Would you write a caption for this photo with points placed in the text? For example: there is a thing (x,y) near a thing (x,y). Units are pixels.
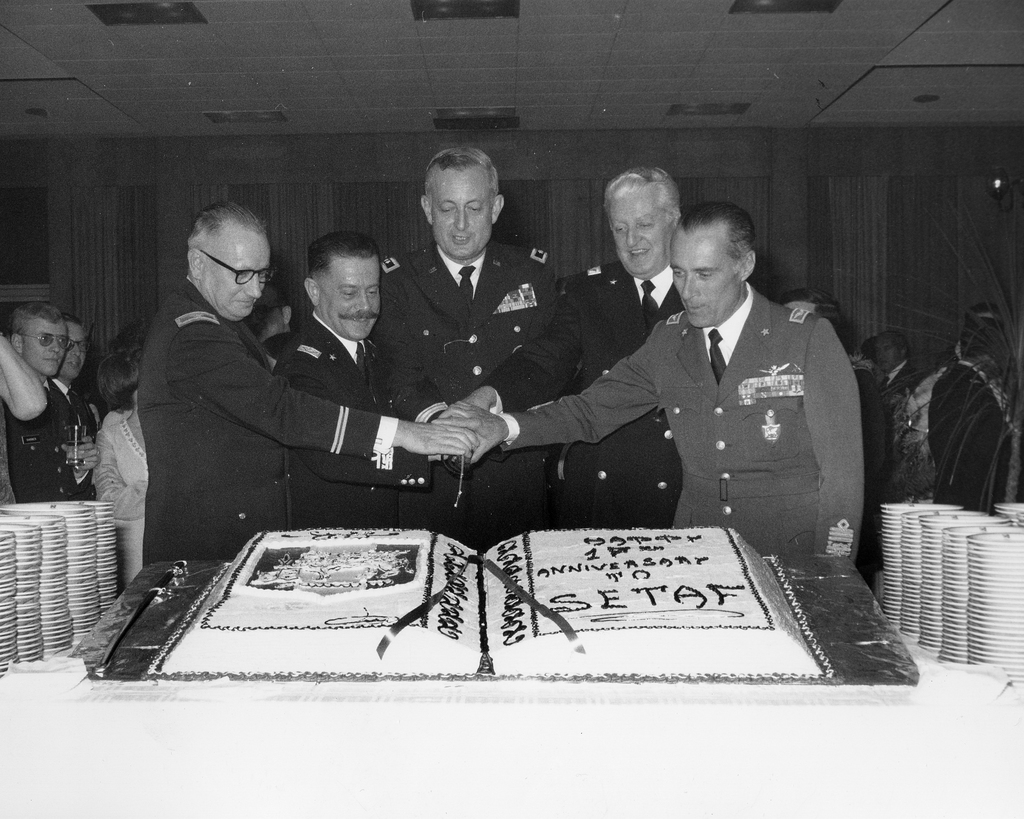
In the image we can see black and white picture of people (496,371) standing, wearing clothes (506,392) and some of them are wearing spectacles (48,336) and they are smiling. Here we can see the cake (546,630) and the background (865,174) is slightly dark.
